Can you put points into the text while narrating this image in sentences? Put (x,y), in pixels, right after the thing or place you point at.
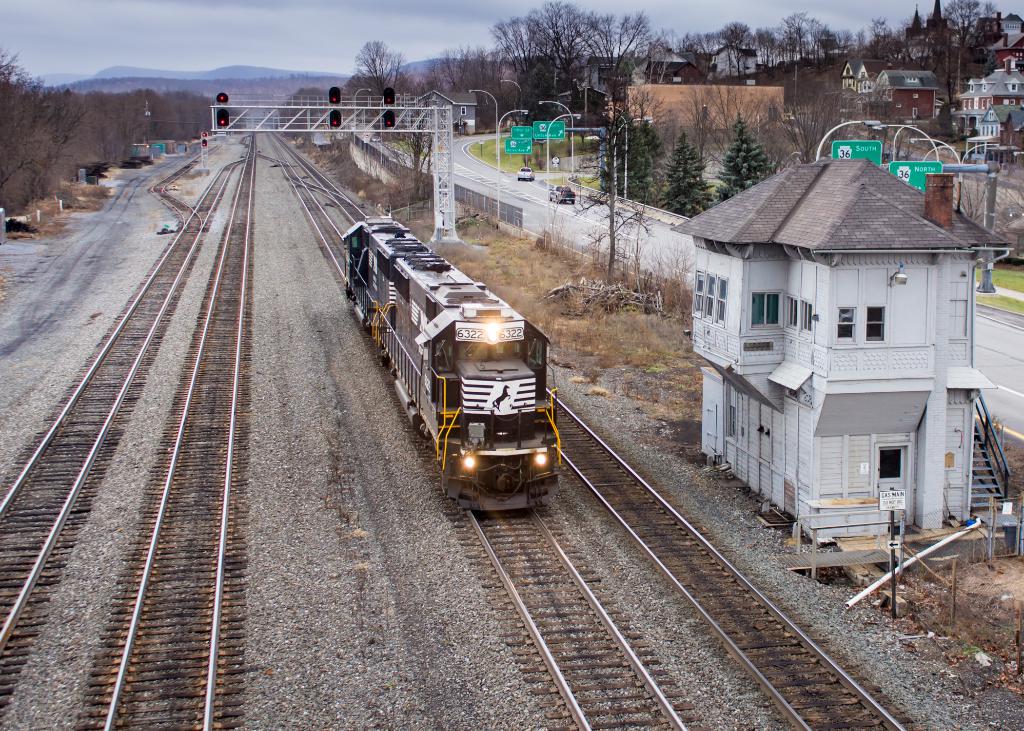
There are railway tracks (180,265) and trees (30,177) present on the left side of this image (121,310). We can see a train (447,393) on a railway track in the middle of this image (347,269). There are trees (670,149), poles (578,128) and buildings (807,414) present on the right side of this image (822,327) and the sky (315,28) is at the top of this image (390,40).
